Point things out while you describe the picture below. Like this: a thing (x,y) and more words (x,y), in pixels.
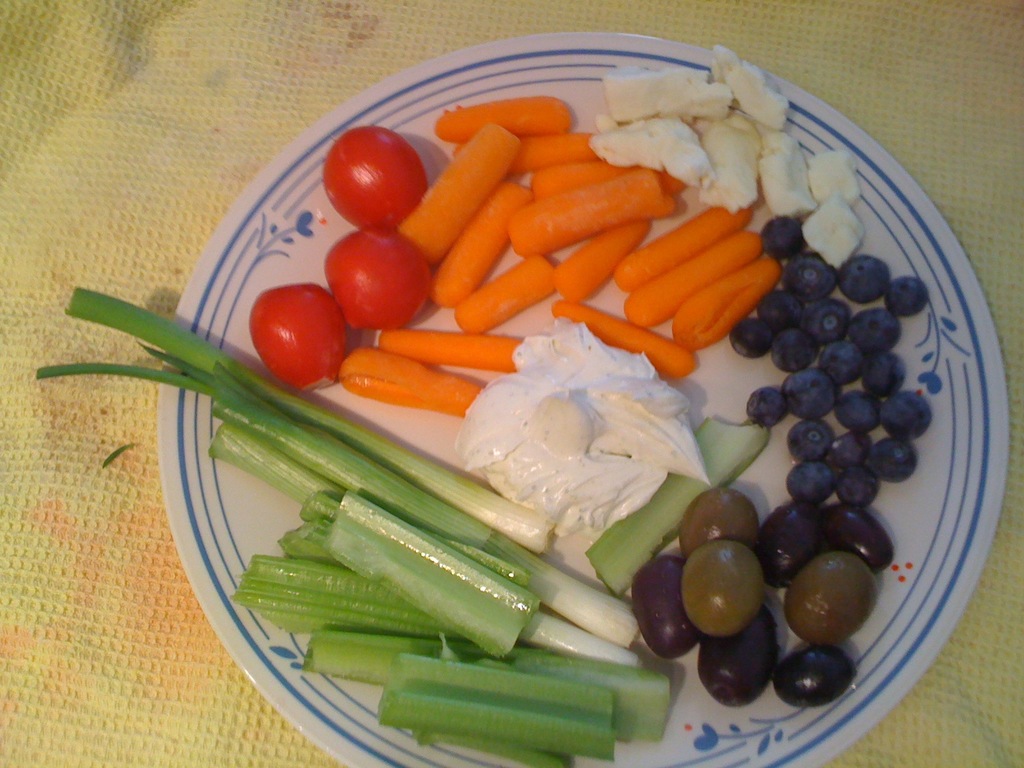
In this image I can see some food items (492,439) in the plate (406,436). I can also see the background (163,148) is cream in color.
